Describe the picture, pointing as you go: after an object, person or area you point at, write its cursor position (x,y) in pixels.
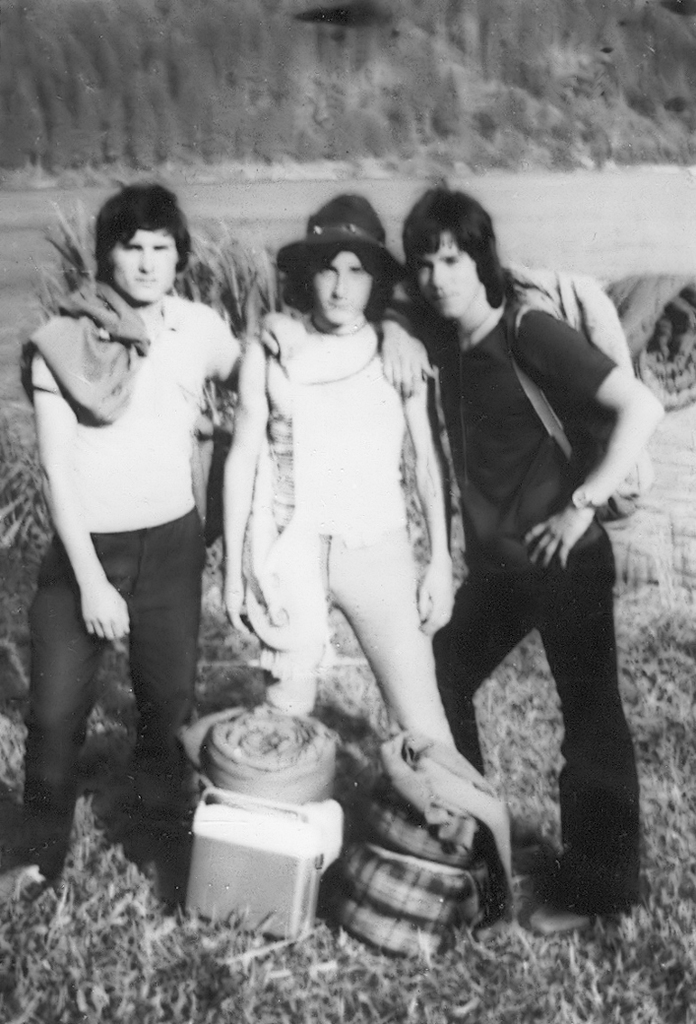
In this image we can see three people (331,419), one of them is wearing a backpack (534,284), in front of them, we can see some bags (326,785), box (313,825), also we can see some plants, grass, and trees (549,107).
